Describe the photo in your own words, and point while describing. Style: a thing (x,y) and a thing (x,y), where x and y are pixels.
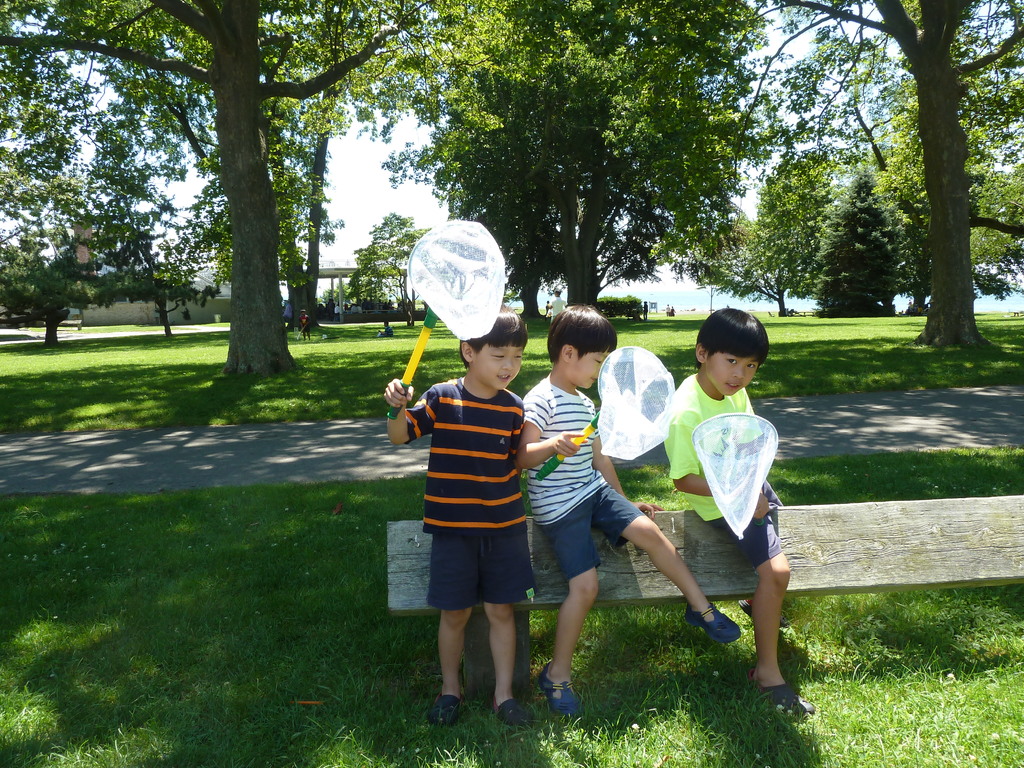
In this picture there are group of people (505,551), two are sitting and holding the object (728,506) and one is standing and holding the object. At the back (308,326) there are group of people (310,313) and there is a building (141,318) and there are trees (319,138) and poles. At the top (373,159) there is sky (373,160). At the bottom (144,674) there is a road (218,445) and there is grass (244,641).
